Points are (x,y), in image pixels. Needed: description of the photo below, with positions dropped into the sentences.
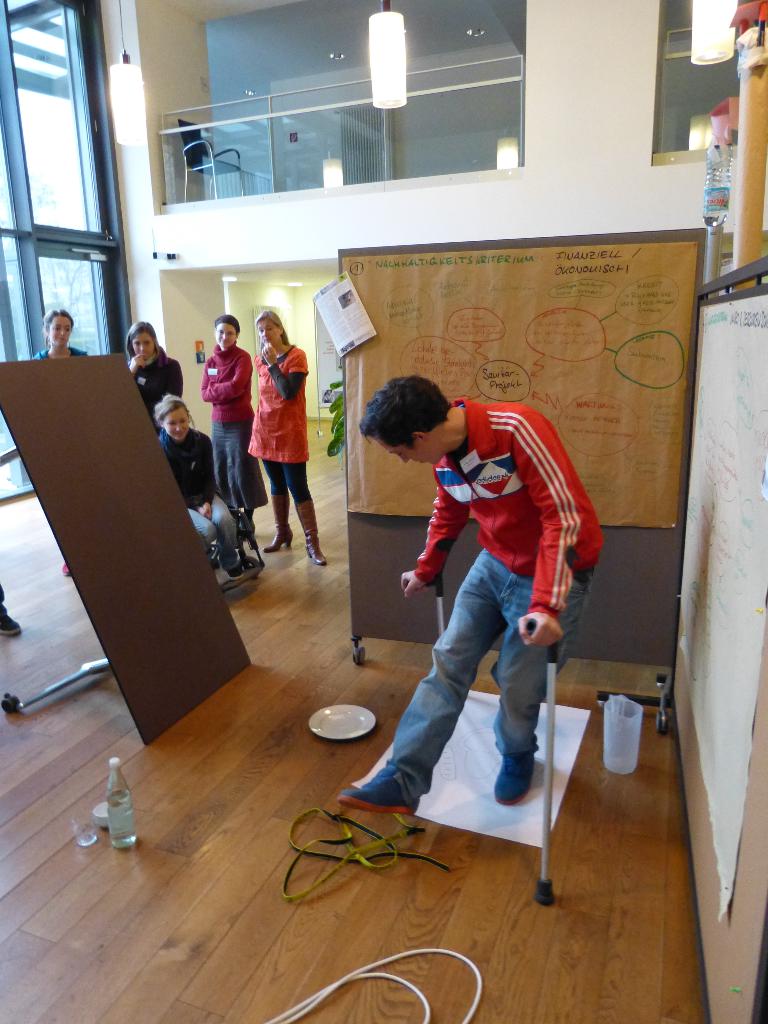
In this image, we can see a brown color floor (313,974), at the right side (513,544) there is a man (509,561) standing, we can see a board (98,440), at the left side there are some people (263,400) standing, in the background (198,390) there is a white color wall (565,144) and there are some glass windows (15,186).
